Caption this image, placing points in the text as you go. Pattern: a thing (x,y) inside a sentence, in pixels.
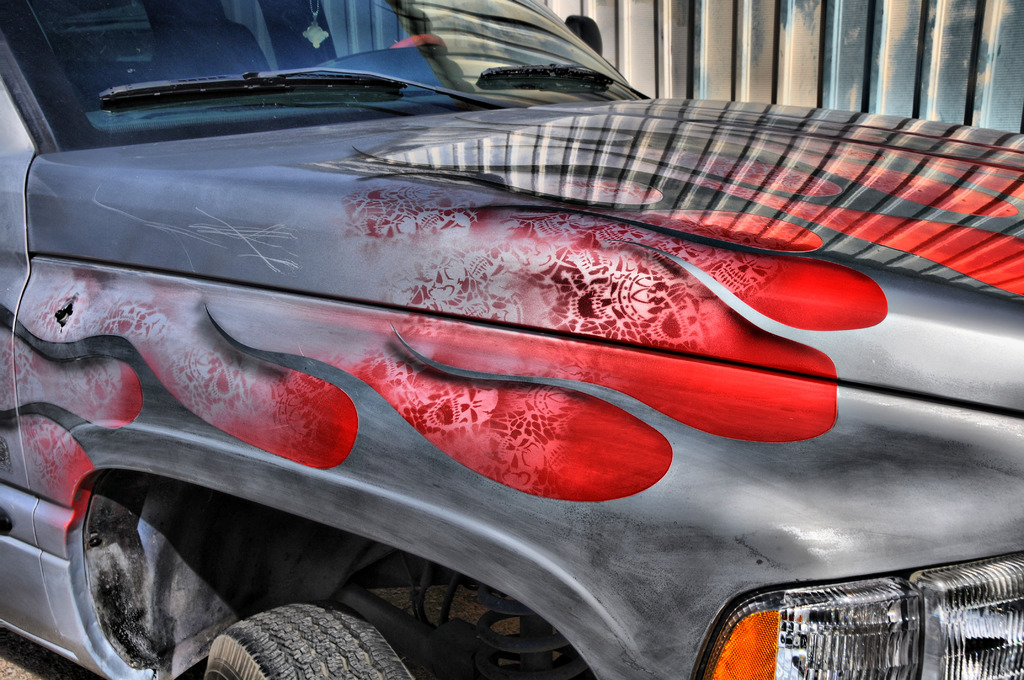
In this image we can see a car (712,480) with some sticker (543,409) on it. In the background of the image (671,78) there is wall (715,57).
